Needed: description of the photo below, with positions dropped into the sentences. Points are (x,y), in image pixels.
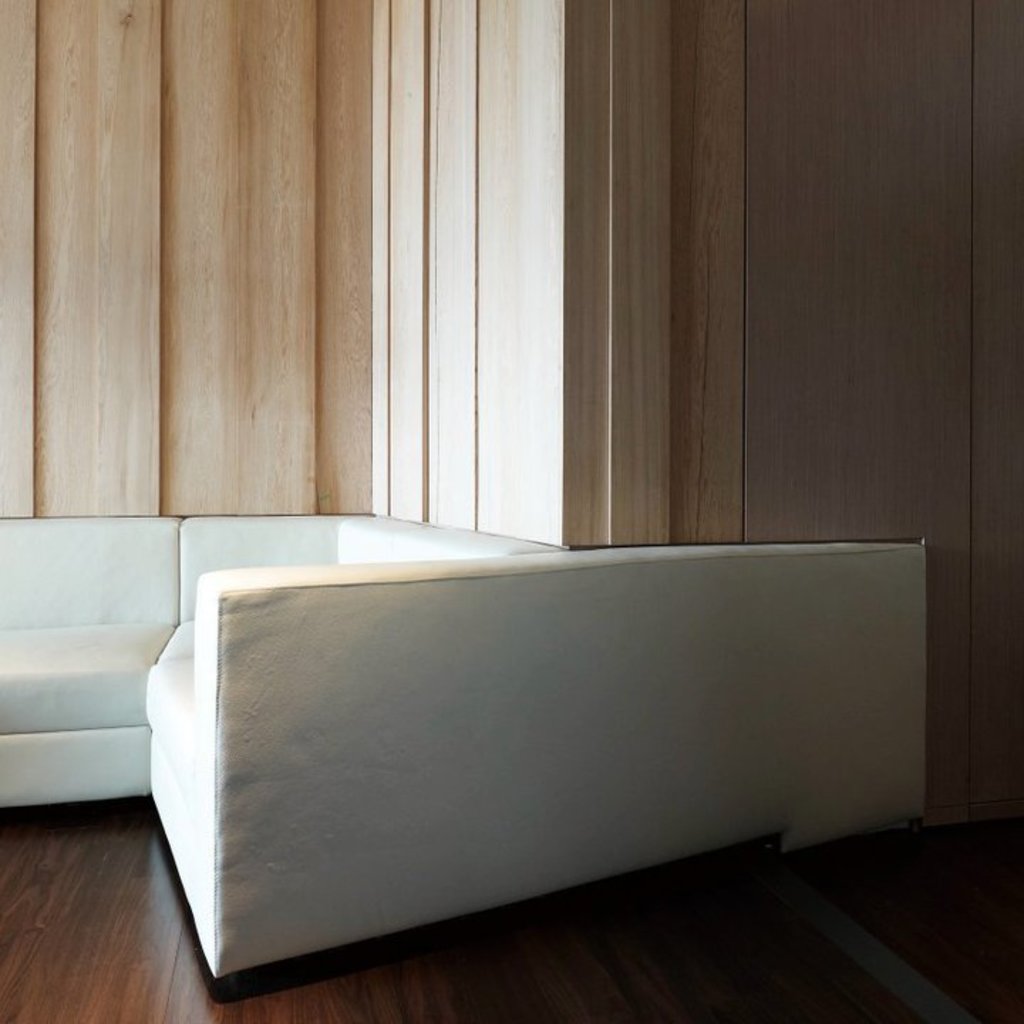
There is a sofa (362,683) on the floor (769,961) behind it there is a wall (373,275).
